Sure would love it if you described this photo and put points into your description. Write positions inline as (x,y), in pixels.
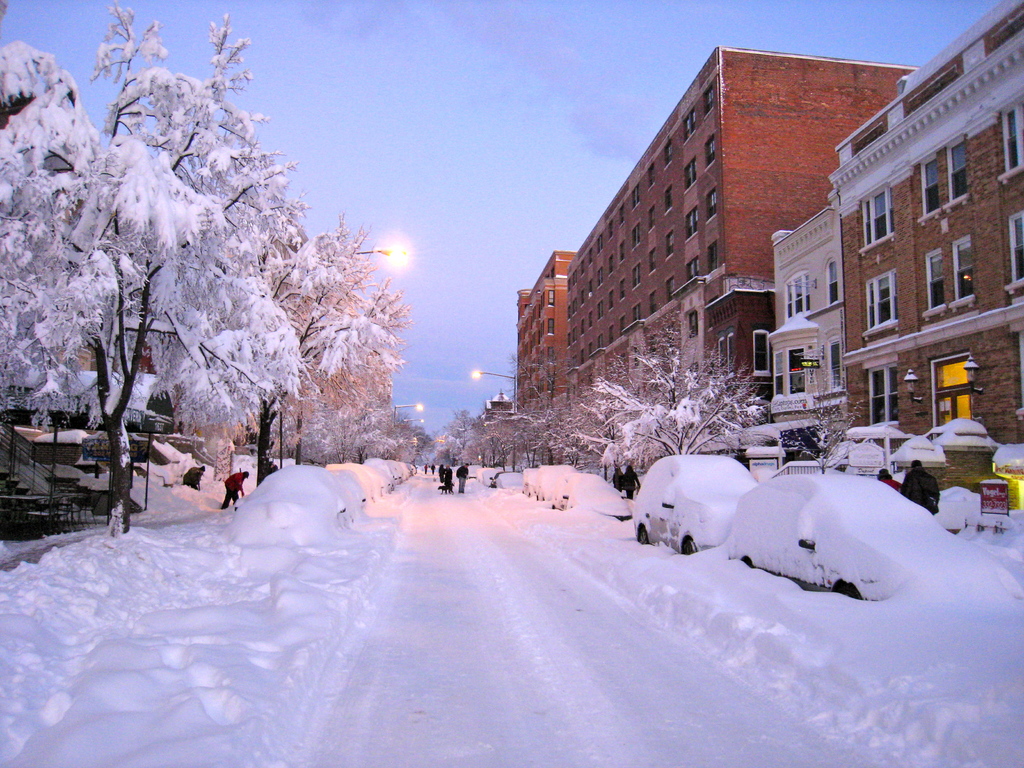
In the picture I can see the snowfall (199,732) where we can see roads (689,758), trees (271,220) and vehicles (711,513) are covered with snow (584,671). Here we can see people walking on the road (754,733), I can see buildings (890,360), light poles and the blue sky (494,221) in the background (488,250).
